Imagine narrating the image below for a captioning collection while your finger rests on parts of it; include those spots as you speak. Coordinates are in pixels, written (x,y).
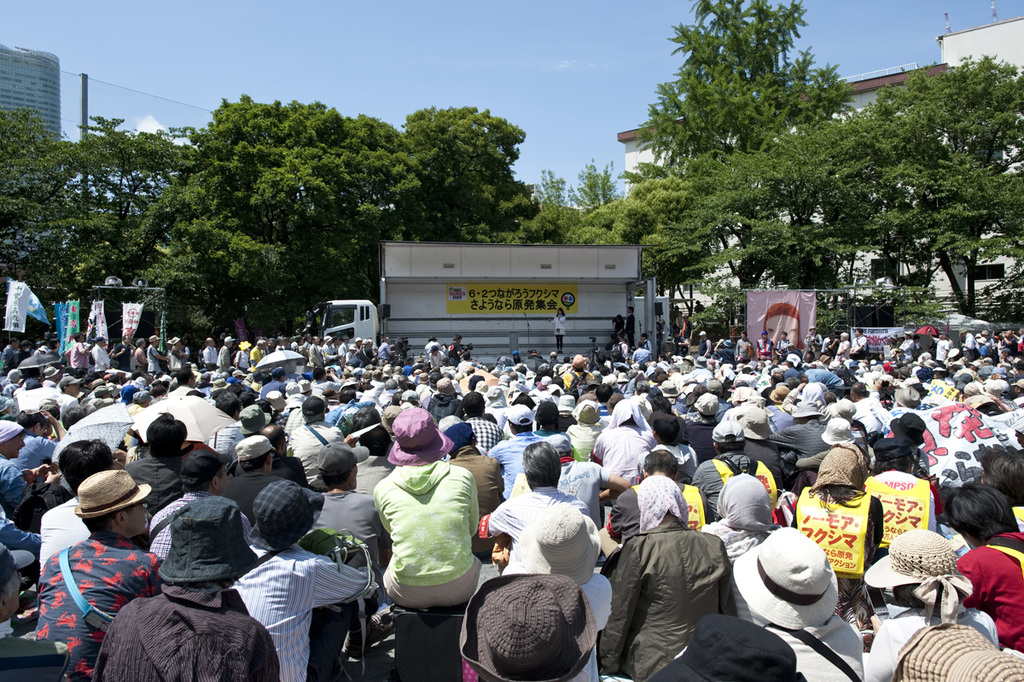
In this image, from left to right people (19,378) are sitting and at the back (312,269) there are some trees (767,246) and the background (341,29) is the sky (587,40).
